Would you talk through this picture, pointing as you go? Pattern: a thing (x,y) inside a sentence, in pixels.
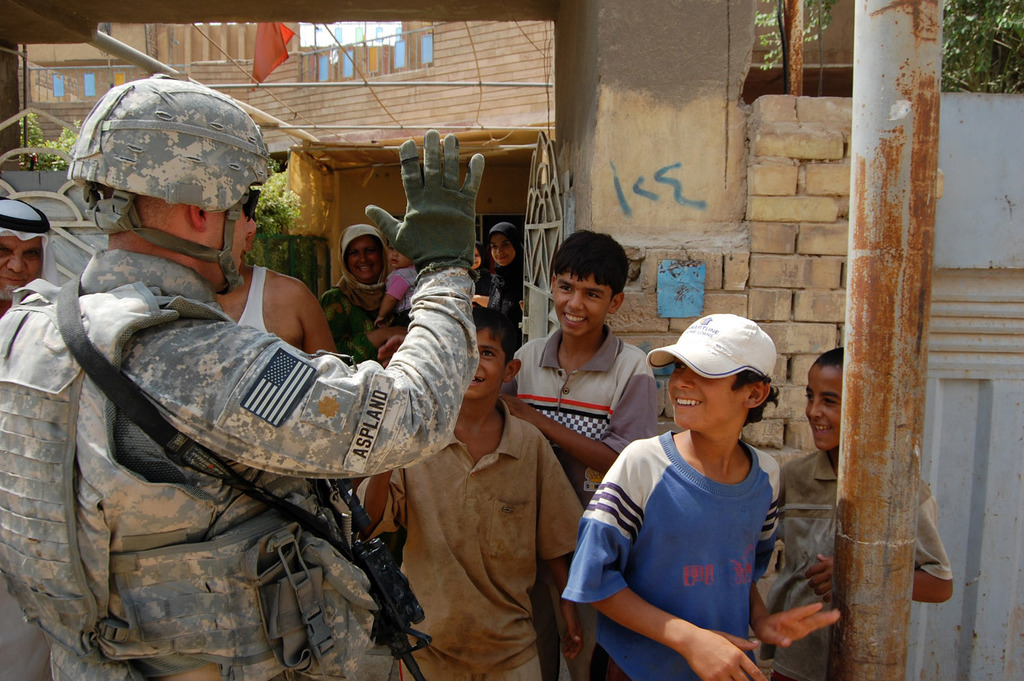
In this there are some people (590,311) who are standing and some of them are smiling, in the background (11,48) there are some houses (417,66), plants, wires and some flags (287,34). On the right side (902,244) there is a pole (888,451).
